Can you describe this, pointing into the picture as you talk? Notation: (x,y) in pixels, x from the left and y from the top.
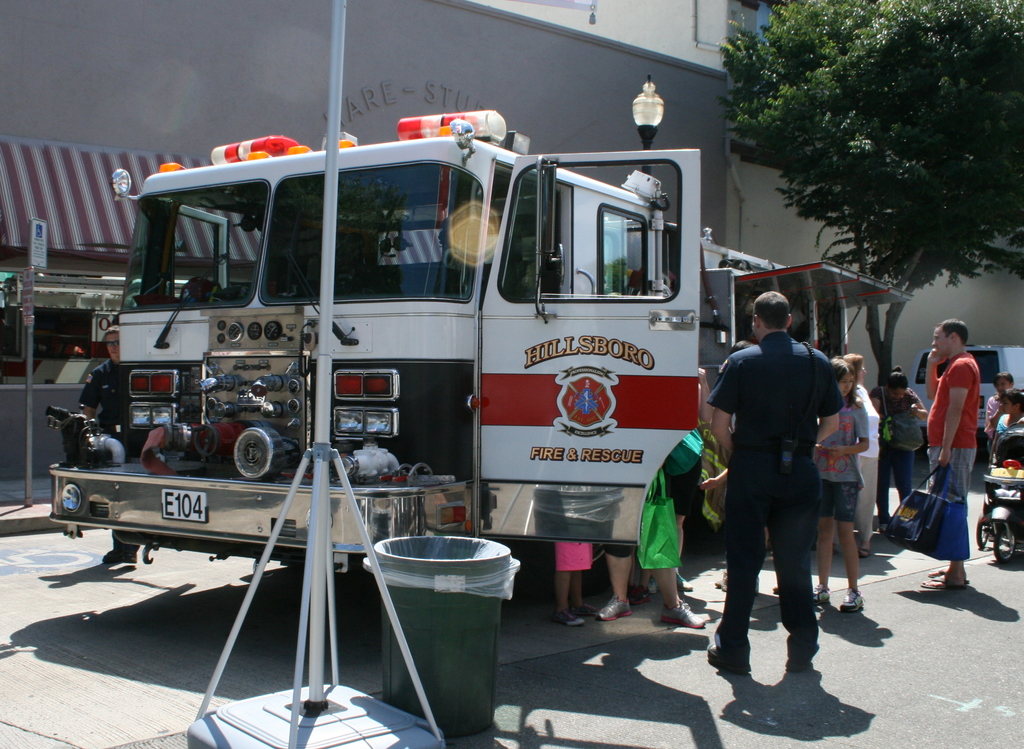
In the center of the image (521,324) we can see vehicle (414,362) and persons (737,500) on the road (769,645). In the background (854,123) we can see tree (889,76), buildings (716,86), light (634,116) and vehicle (992,364).
